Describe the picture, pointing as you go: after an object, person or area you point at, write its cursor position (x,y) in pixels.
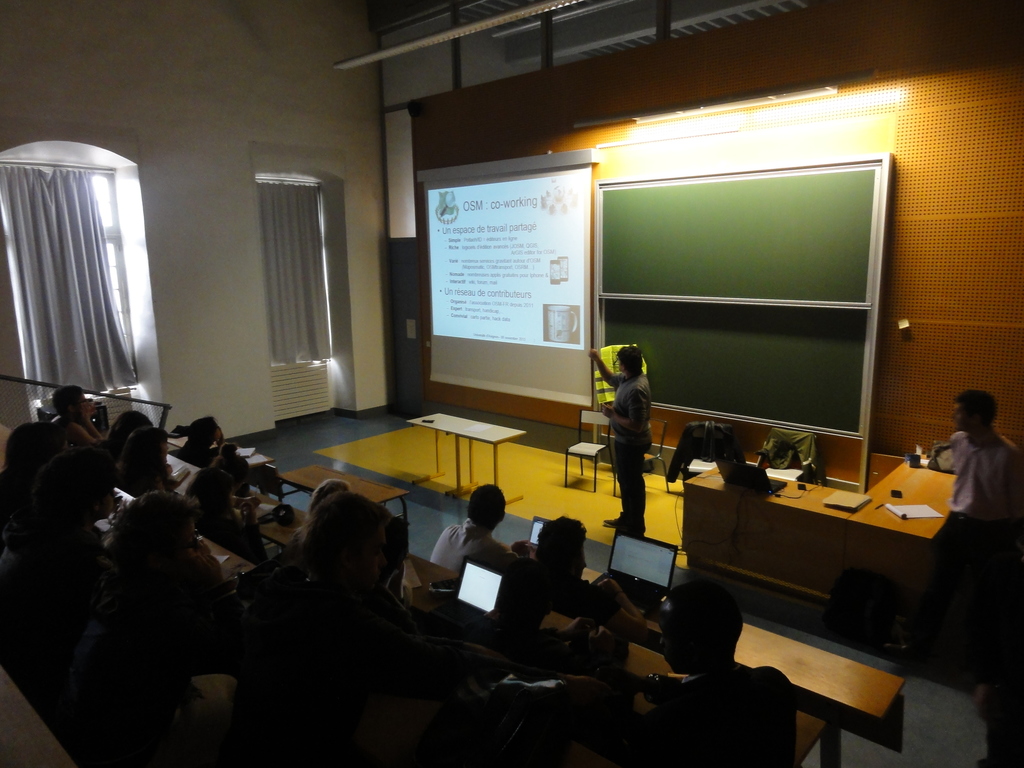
In this image I can see group of people (349,527) sitting, I can also see few laptops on the bench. Background (540,248) I can see a person (636,360) standing and I can see a projector screen (547,261), a light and few windows (112,227) and the curtains (83,386) are in white color.
